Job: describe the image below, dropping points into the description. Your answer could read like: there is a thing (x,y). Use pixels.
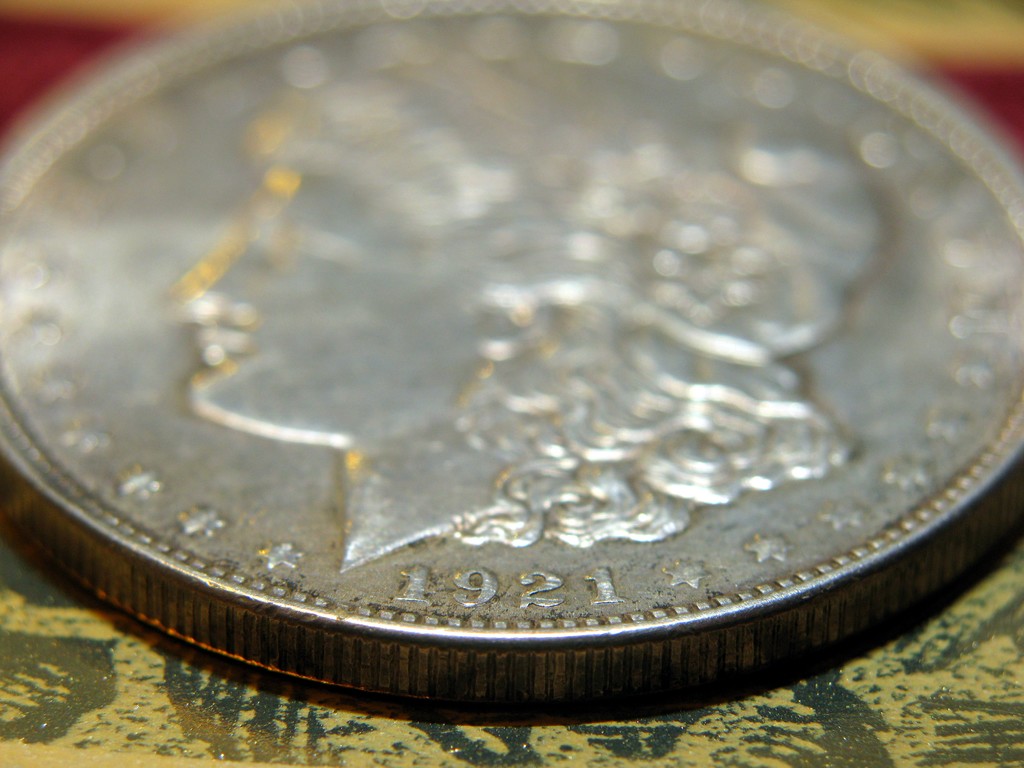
In the image we can see a currency coin (421,139) and the top part of the image (398,144) is slightly blurred.
